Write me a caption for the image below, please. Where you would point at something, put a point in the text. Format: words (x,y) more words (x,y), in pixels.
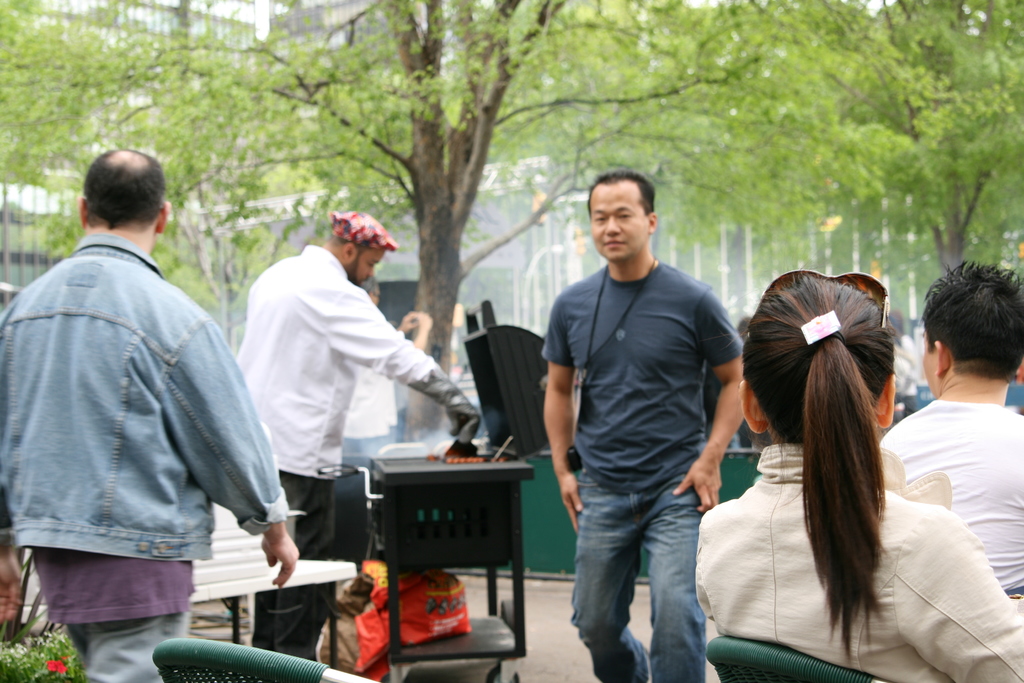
In the image I can see a place (389,471) in which there is a person (337,359) who is standing in front of the grill (457,485) and around there are some other people (873,464) who are standing and some are sitting on the chairs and also I can see some trees (758,179).
